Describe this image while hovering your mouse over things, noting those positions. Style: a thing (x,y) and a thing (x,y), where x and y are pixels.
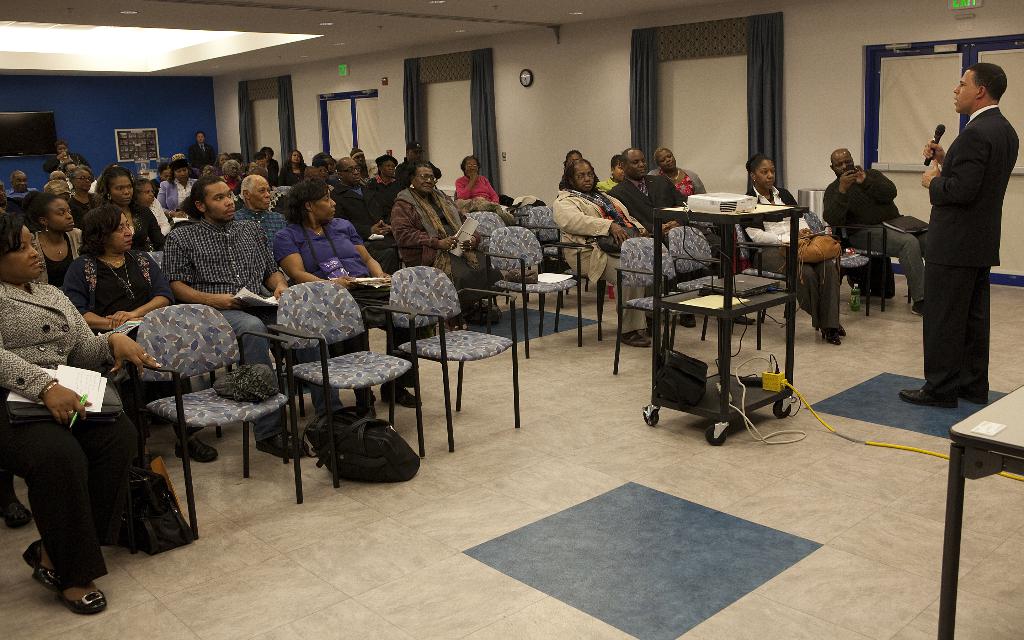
There is a group of people (582,221). They are sitting on a chair (546,224). We can see the background (534,132) there is a curtain (413,141), wall (541,146).
